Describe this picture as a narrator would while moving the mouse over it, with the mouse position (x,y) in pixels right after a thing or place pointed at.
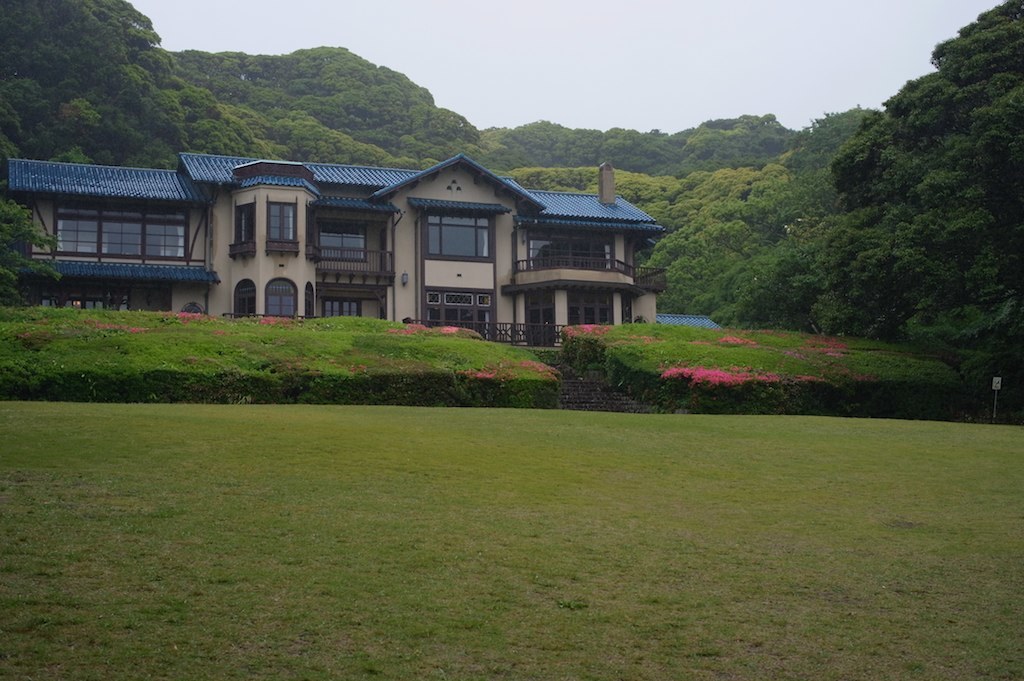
In this image we can see a house (444,279) with windows (351,247), a fence (521,343), stairs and a roof (364,209). We can also see plants (493,368) with flower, grass (646,561), a group of trees (849,222) and the sky (626,33) which looks cloudy.
